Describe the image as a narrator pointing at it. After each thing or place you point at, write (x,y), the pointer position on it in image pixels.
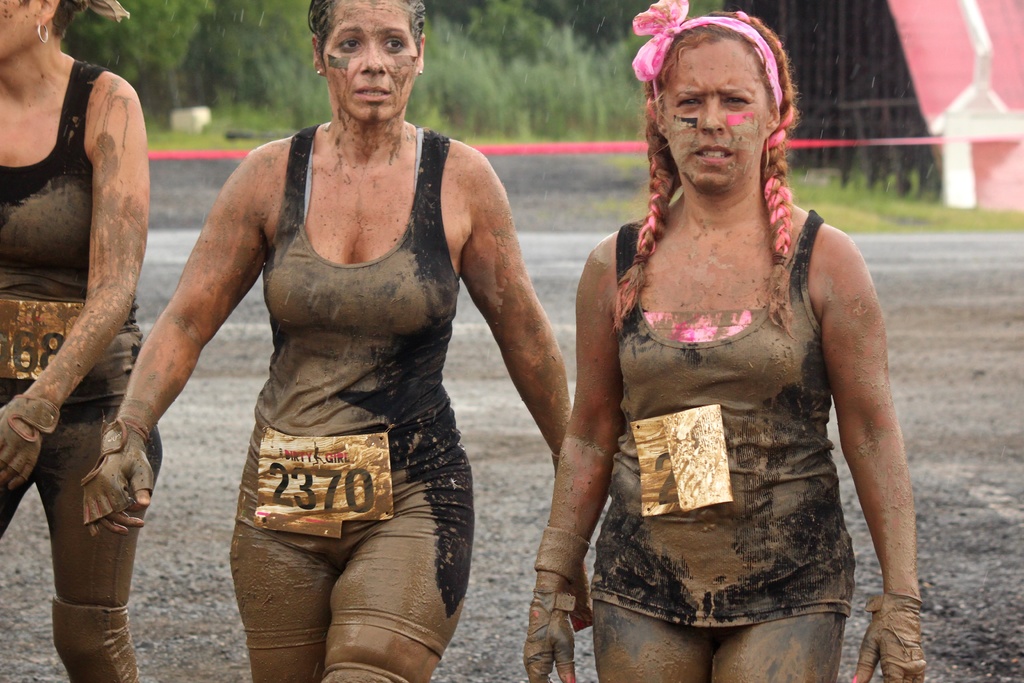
In this image there are three persons (347,412) with badges (648,436) are standing, and in the background (908,204) there is grass (994,222), plants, iron grills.
